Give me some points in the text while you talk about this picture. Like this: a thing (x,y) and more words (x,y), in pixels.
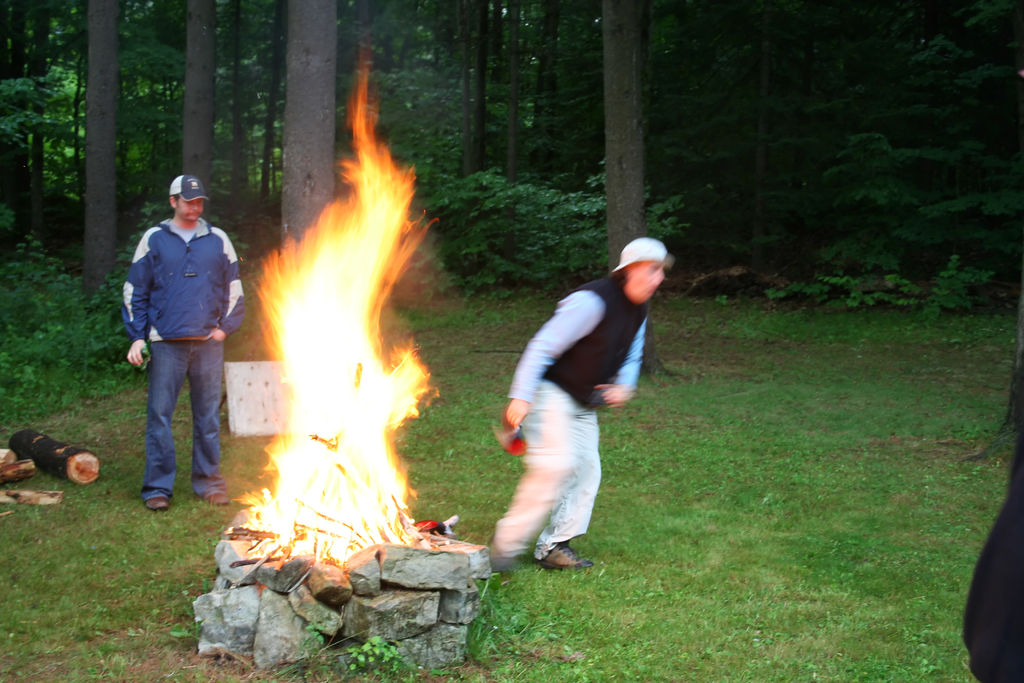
In this image we can see many trees (257,86) and plants (851,182). There are few people (627,388) in the image. There is a grassy land (429,440) in the image. There is a campfire (304,463) in the image. There are few objects (23,463) placed at the left side of the image (21,469).
